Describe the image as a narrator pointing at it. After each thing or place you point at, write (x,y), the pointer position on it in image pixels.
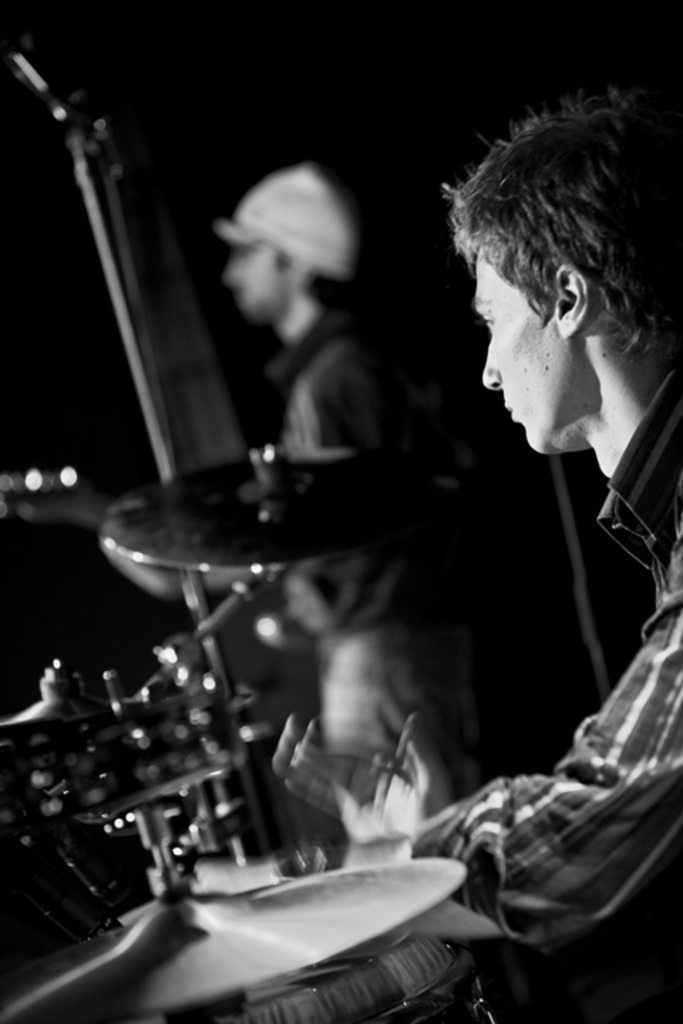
This is a black and white image. A person (549,347) is present at the right (580,869). There are musical instruments (287,892) at the left (195,1010). A person (333,347) is standing at the back (316,406) wearing a cap (282,226). The background (20,406) is black.
